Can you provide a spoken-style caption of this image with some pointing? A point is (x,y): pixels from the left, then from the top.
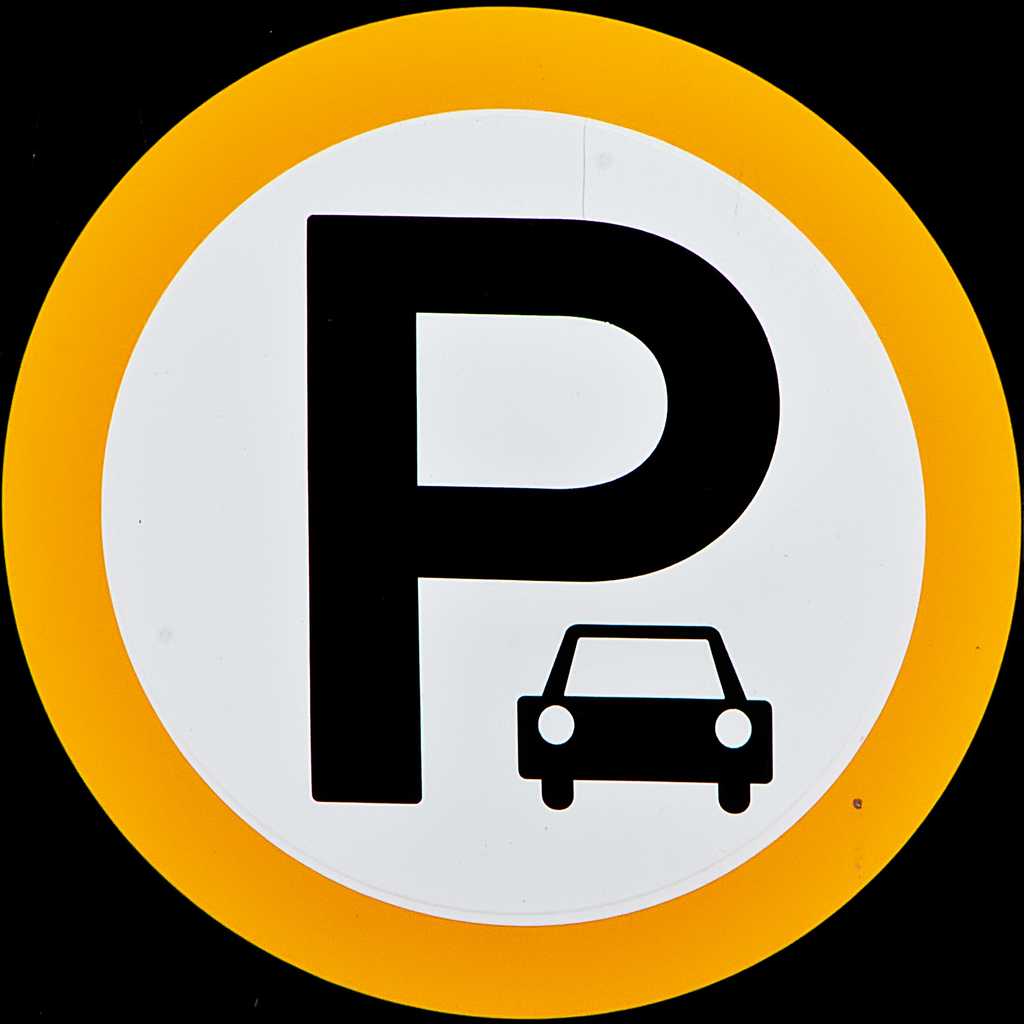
In this picture we can see the white and yellow color parking sign (412,812) seen in the image.
